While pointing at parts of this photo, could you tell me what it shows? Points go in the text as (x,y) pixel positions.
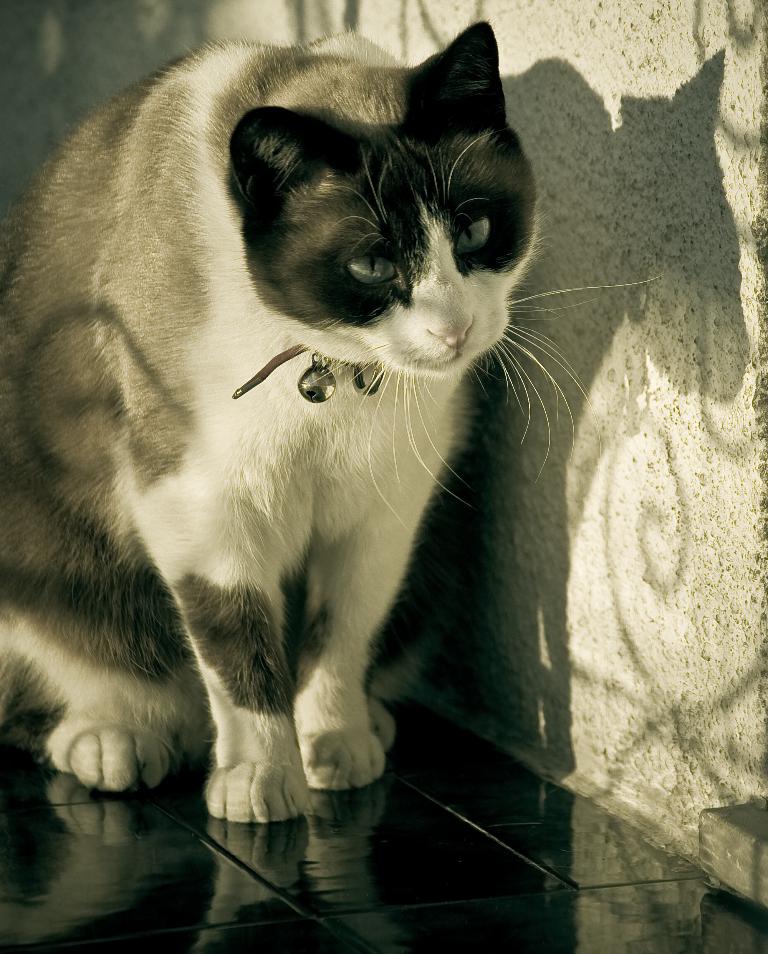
In this picture I can see a cat (161,297) it is white and black in color and couple of bells (307,375) to its neck (399,386) and a wall (705,348) on the side.
